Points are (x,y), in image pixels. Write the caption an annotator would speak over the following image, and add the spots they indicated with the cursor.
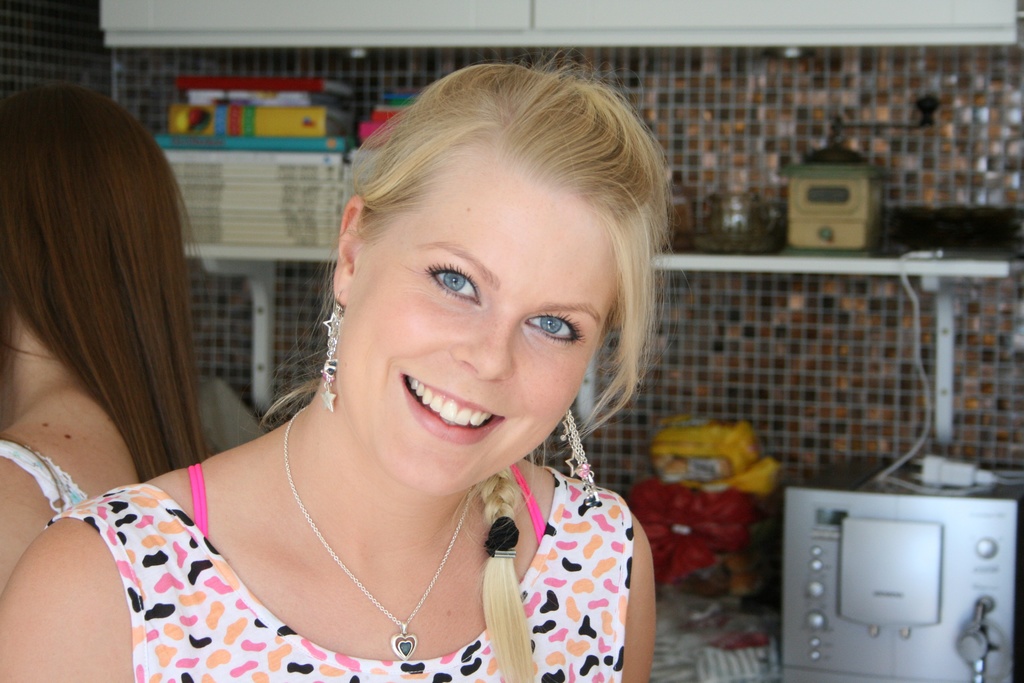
In this image, we can see a shelf (916,268) with some objects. We can also see a device (788,621) and a few objects (735,549) beside the device (789,641). We can see the wall (731,70) and a white colored object (845,36) at the top (569,20). There are a few people (1,305).
